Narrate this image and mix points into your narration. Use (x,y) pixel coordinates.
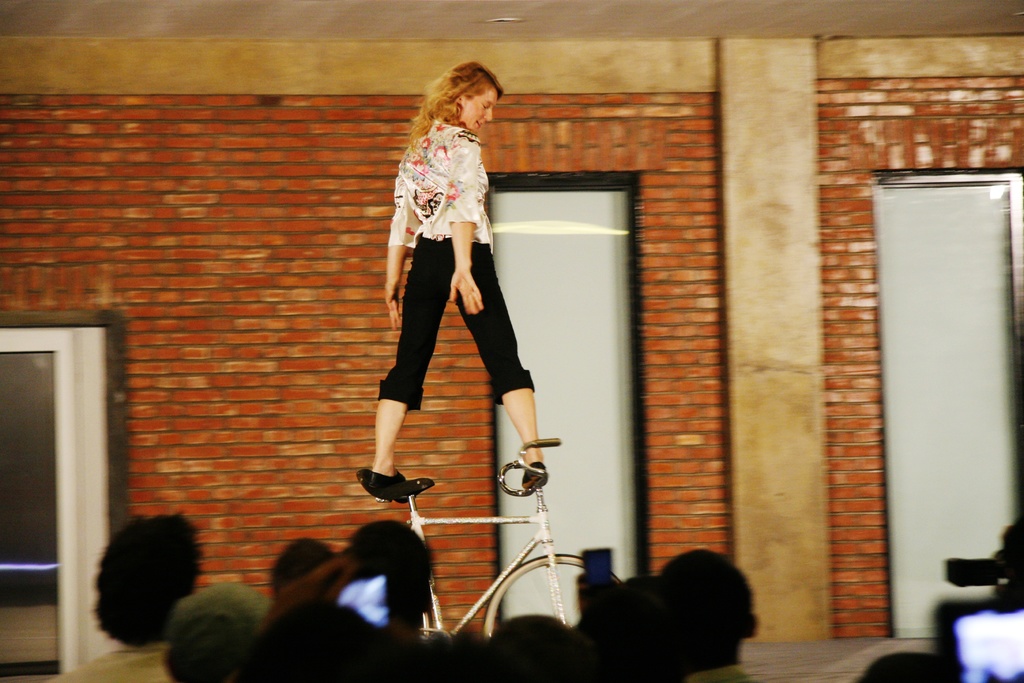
In this picture we can see a woman (408,165) is standing on the bicycle (420,516). At the bottom of the image (221,638) there are heads (337,639) of the people (448,638). In front of the woman (475,246) there is a wall (648,494). At the bottom right side of the image (975,636), there is an object (994,633).
